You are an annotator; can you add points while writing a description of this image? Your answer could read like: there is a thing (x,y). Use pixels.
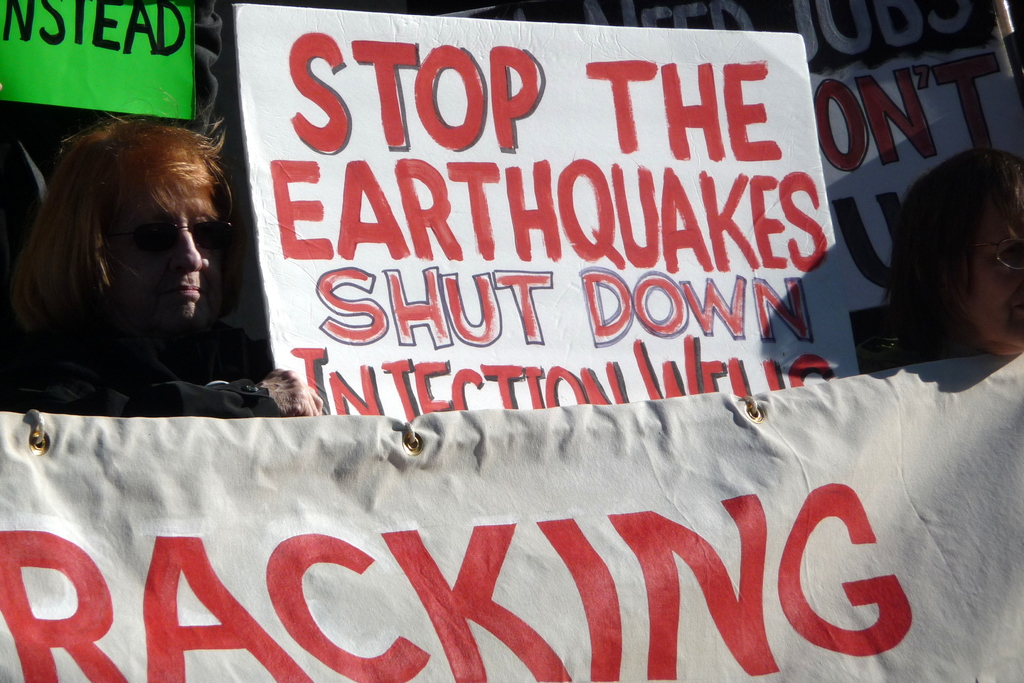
In this picture, there is a banner (492,593) and a board (476,133) in the center (467,261). On both of them, there is some text (498,320). Towards the left (150,329), there is a woman (208,294) wearing goggles (219,226). Towards the right (945,214), there is a woman (952,159).
